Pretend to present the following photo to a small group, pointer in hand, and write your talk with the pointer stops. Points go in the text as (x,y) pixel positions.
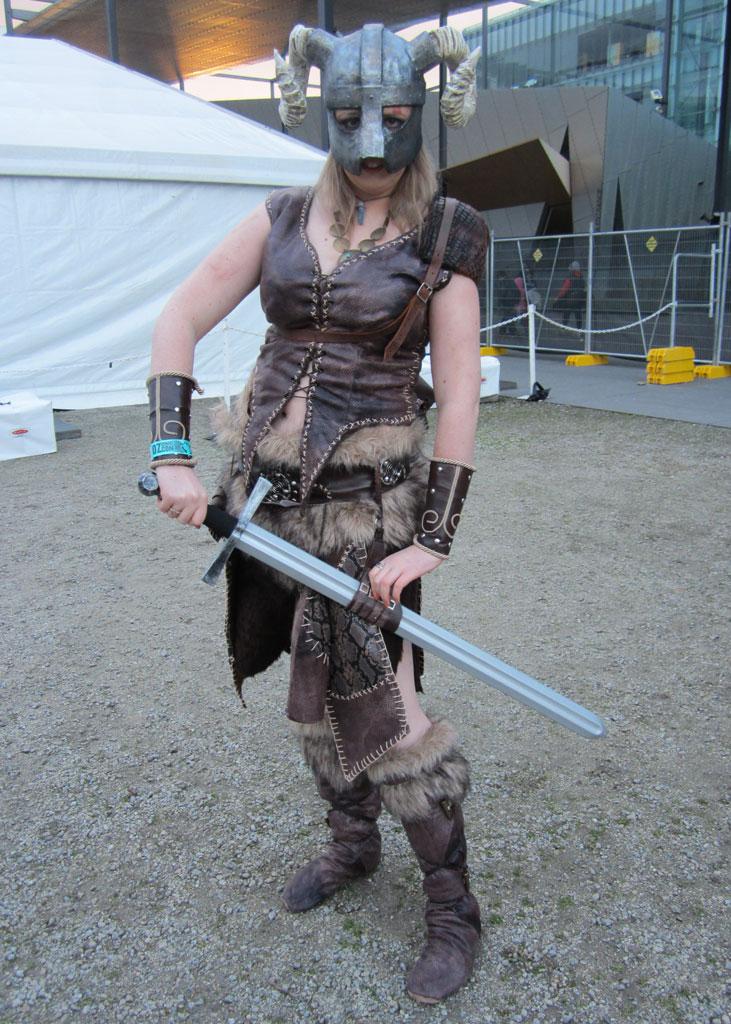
In this image I can see a woman (398,591) is holding the sword (303,561), she wore leather top (366,372) and leather shoes (390,800). She also wore a mask (415,134), on the right side (726,99) it looks like a glass building (696,87), on the left side (170,132) there is the tent (160,268).
